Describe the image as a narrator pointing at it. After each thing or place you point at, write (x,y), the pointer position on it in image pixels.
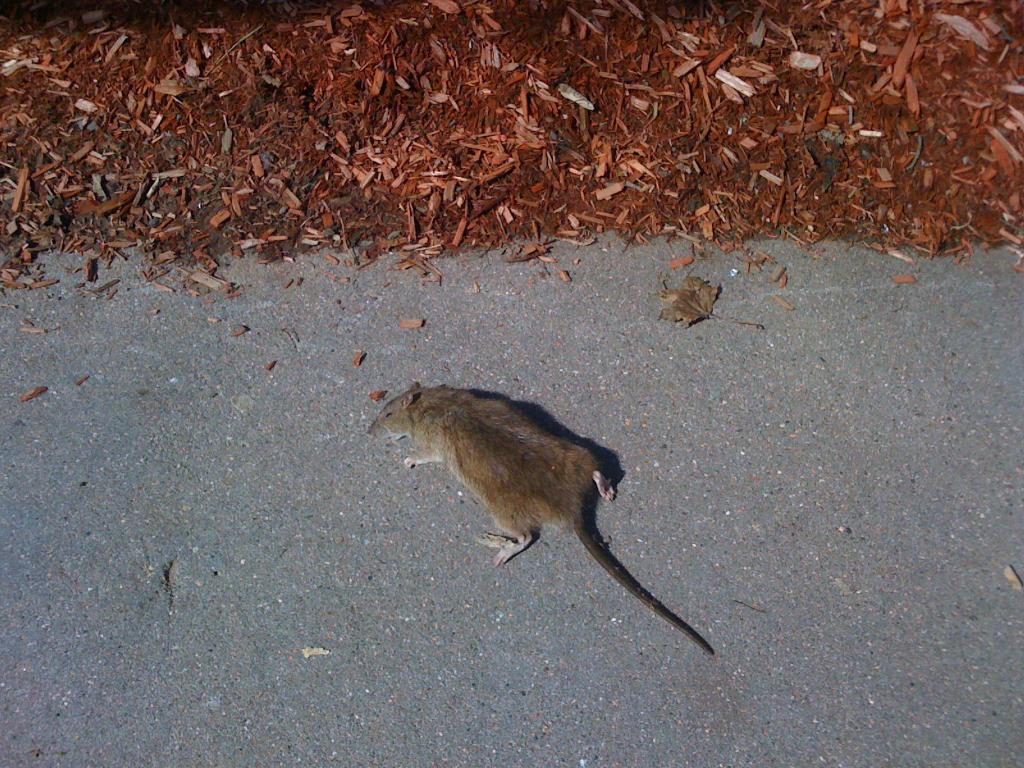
In this image we can see a rat (529,526) on the road (992,425). We can also see the wooden waste (680,134) and also a dried leaf (704,306).
